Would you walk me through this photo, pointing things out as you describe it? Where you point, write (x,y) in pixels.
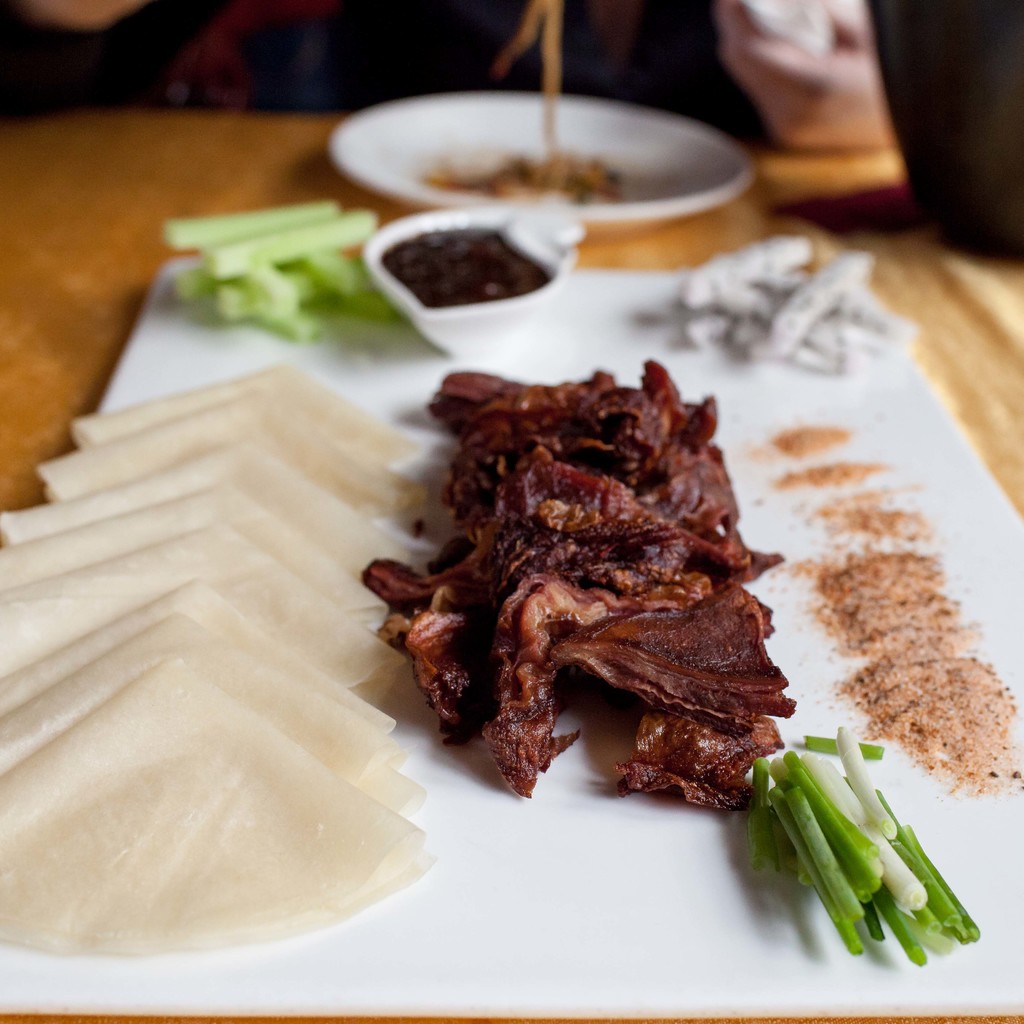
In this picture I can see there is a plate of food (840,777) arranged here and in the backdrop (583,189) there is another bowl (511,132) and a person (346,30) sitting here.
